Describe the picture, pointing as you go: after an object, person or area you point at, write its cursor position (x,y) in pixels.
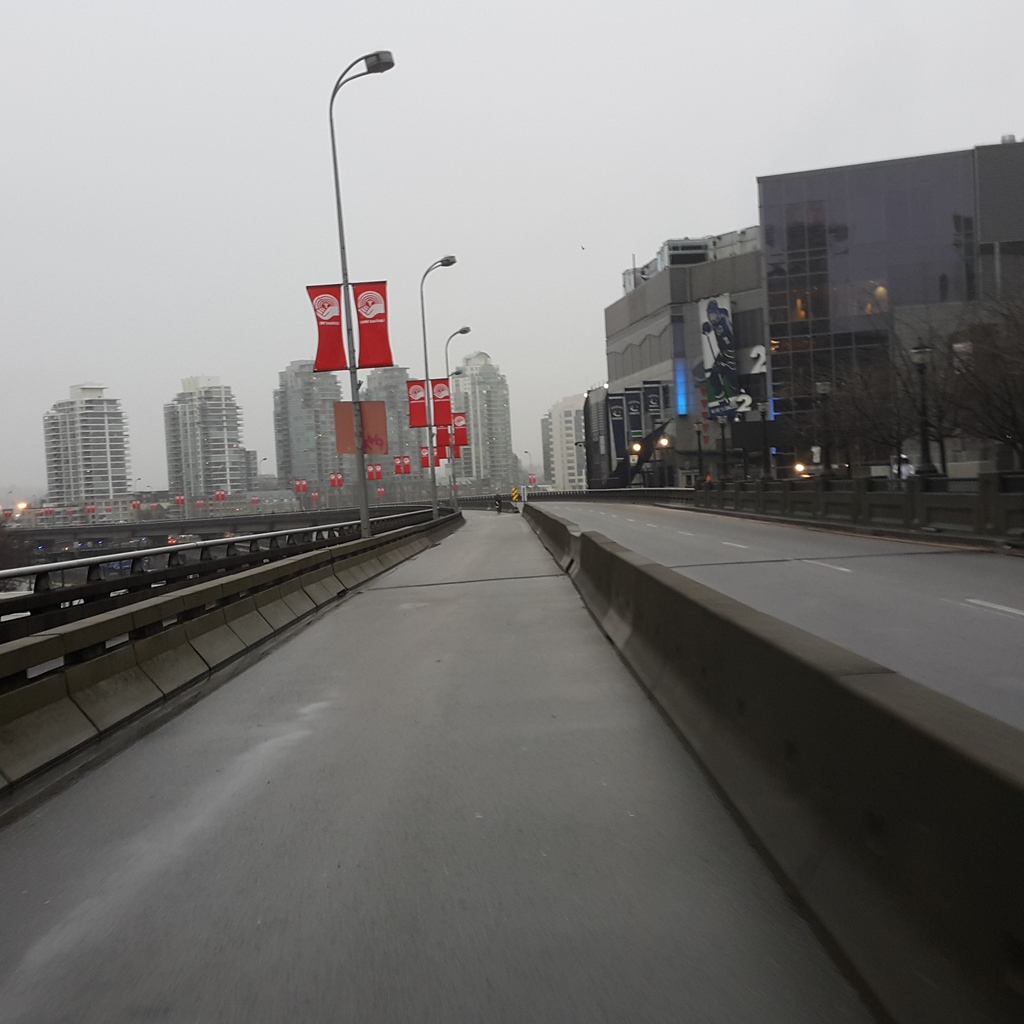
In this image there are roads (839,615). Beside the roads (448,570) there are street light poles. In the background (684,485) there are buildings (477,398). At the top (502,89) there is the sky (603,37). To the left (121,725) there is a railing (358,537).
